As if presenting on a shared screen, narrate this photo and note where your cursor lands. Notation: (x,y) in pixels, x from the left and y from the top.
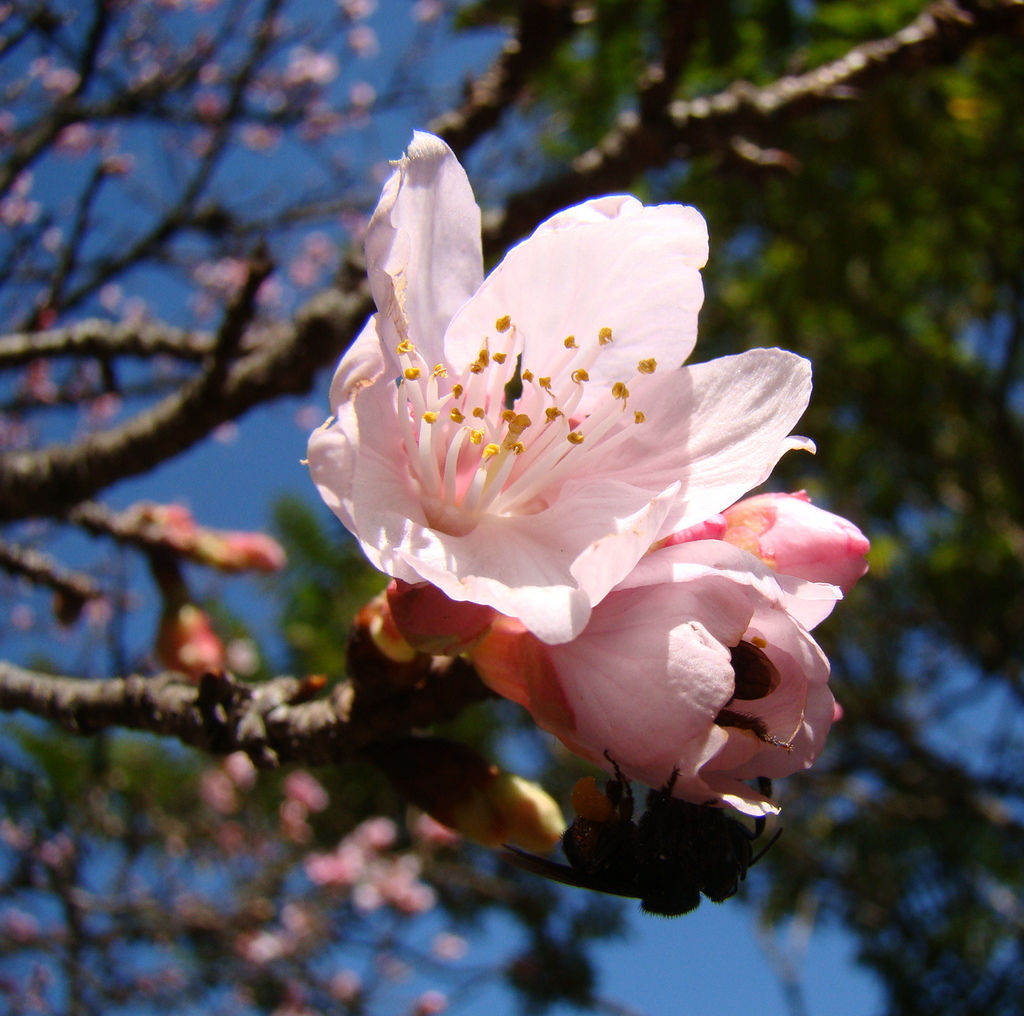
There are flowers (552,669) to a tree (353,623) in the foreground area of the image (563,543), there are trees (519,227) and the sky (237,190) in the background (323,324).
